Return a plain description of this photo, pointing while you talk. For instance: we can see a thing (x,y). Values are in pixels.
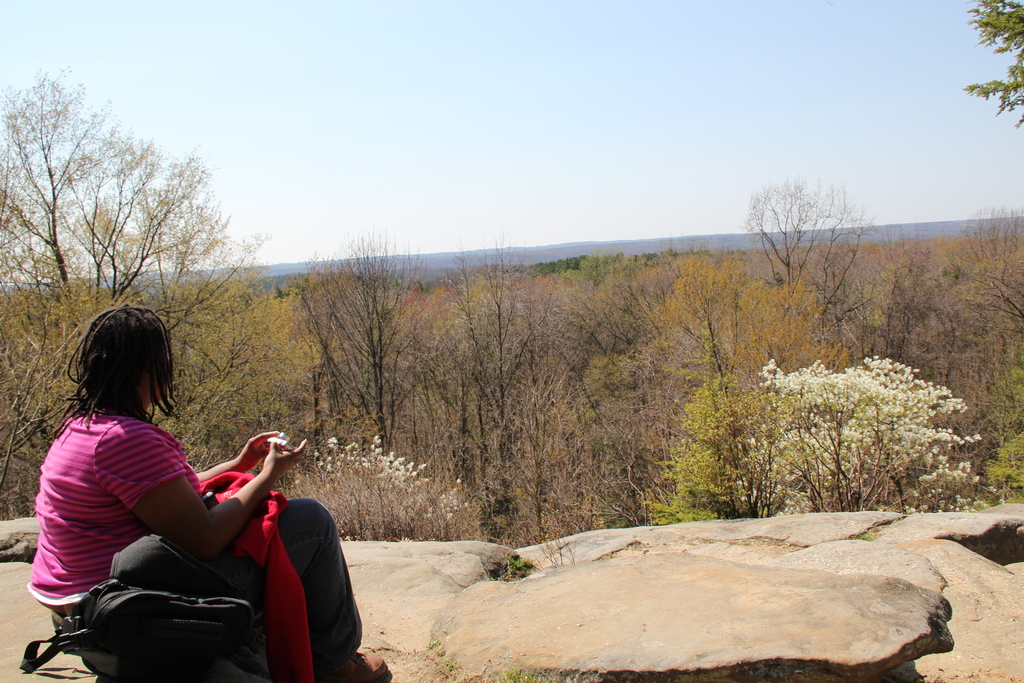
In this image i can see woman (123,352) sitting on stone (650,567), beside the woman (85,524) I can see black color bag (218,585) and in the middle (658,312) I can see trees (526,309) and the sky (642,107).
